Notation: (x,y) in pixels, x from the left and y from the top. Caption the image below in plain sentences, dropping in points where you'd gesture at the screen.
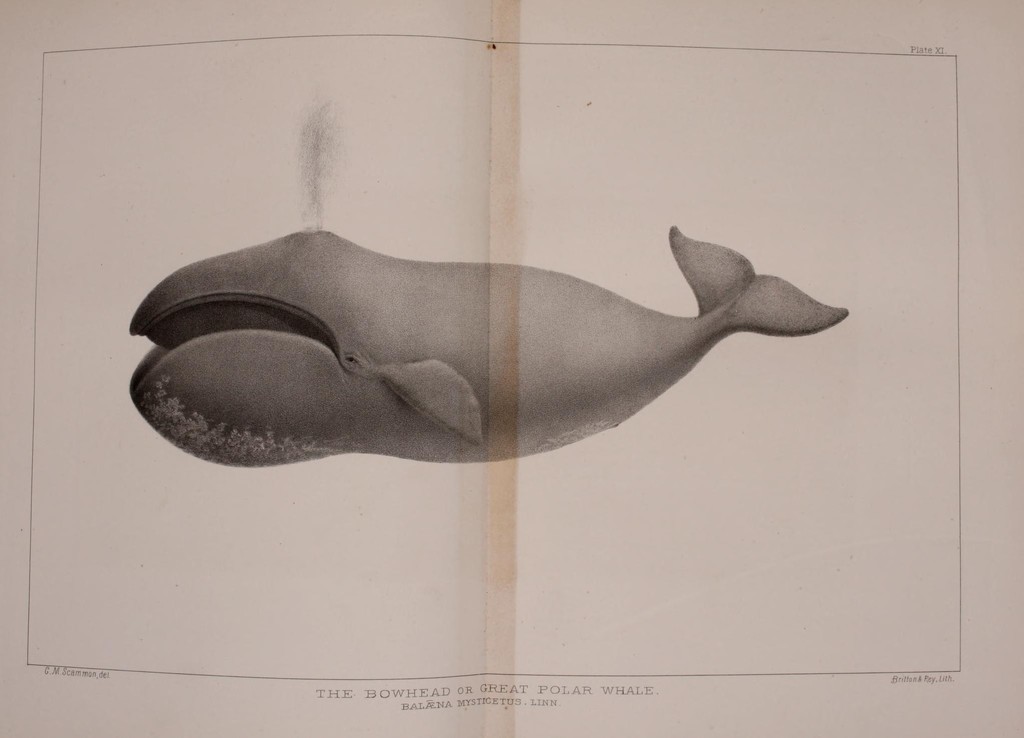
There is a whale picture (448,306) on the paper (427,670) and at the bottom (613,694) and top side of the paper (402,673) they are something written on it
